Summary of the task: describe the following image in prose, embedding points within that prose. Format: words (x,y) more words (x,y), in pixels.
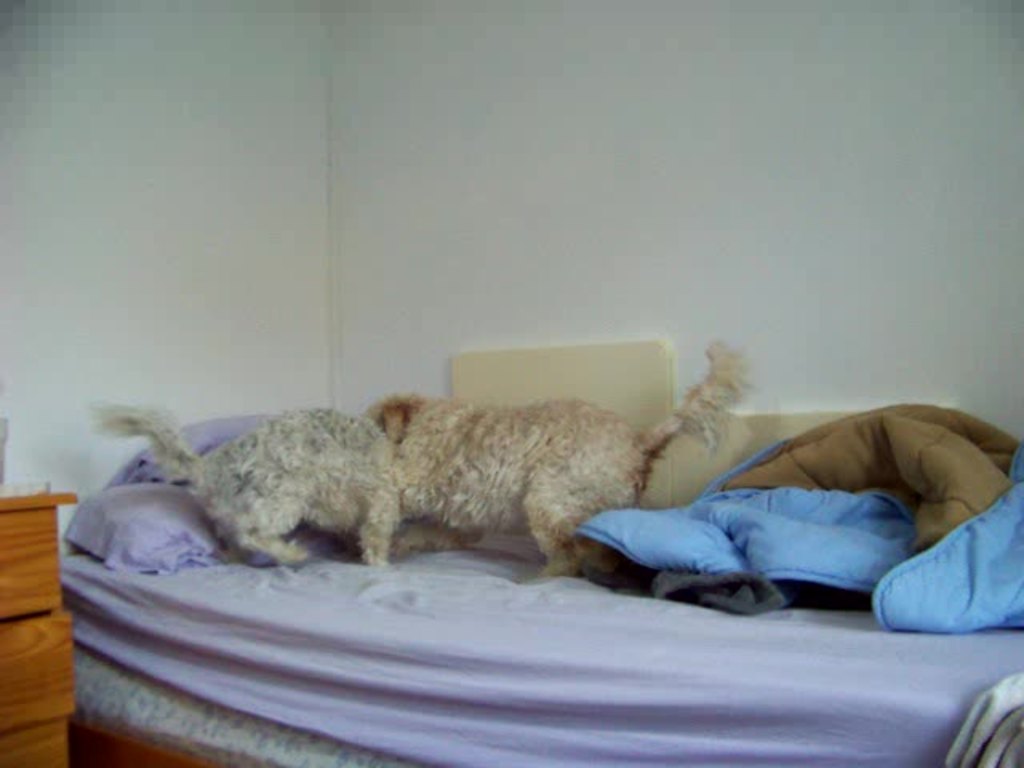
In this I can see a bed (364,639). Some pillows (153,522), bed sheet (377,635) and two dogs (451,471) are playing on the bed (352,636). In the background (430,193) I can see a white color wall (309,193). On the left corner (51,591) there is a cupboard (41,633).
